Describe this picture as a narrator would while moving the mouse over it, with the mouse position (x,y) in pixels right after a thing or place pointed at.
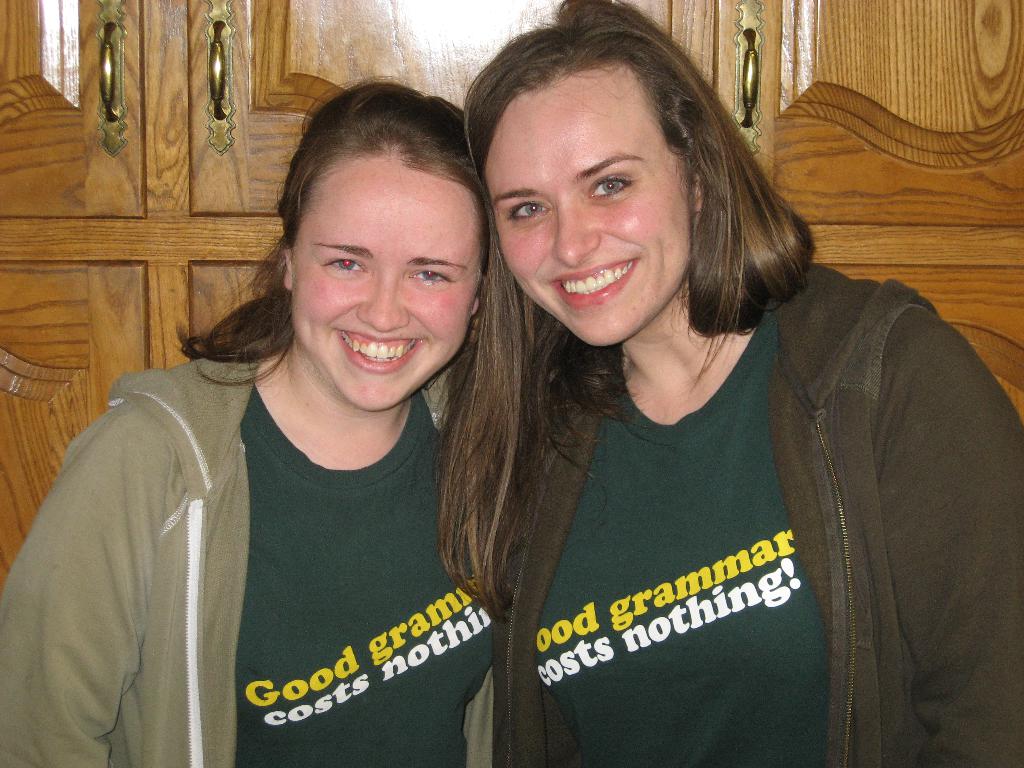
In the picture we can see two women (627,485) are standing together closely and they are smiling, they are wearing a green T-shirts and written on it as Good grammar costs nothing and hoodies (968,527) on top of it and in the background (170,126) we can see wooden cupboards (862,56).
